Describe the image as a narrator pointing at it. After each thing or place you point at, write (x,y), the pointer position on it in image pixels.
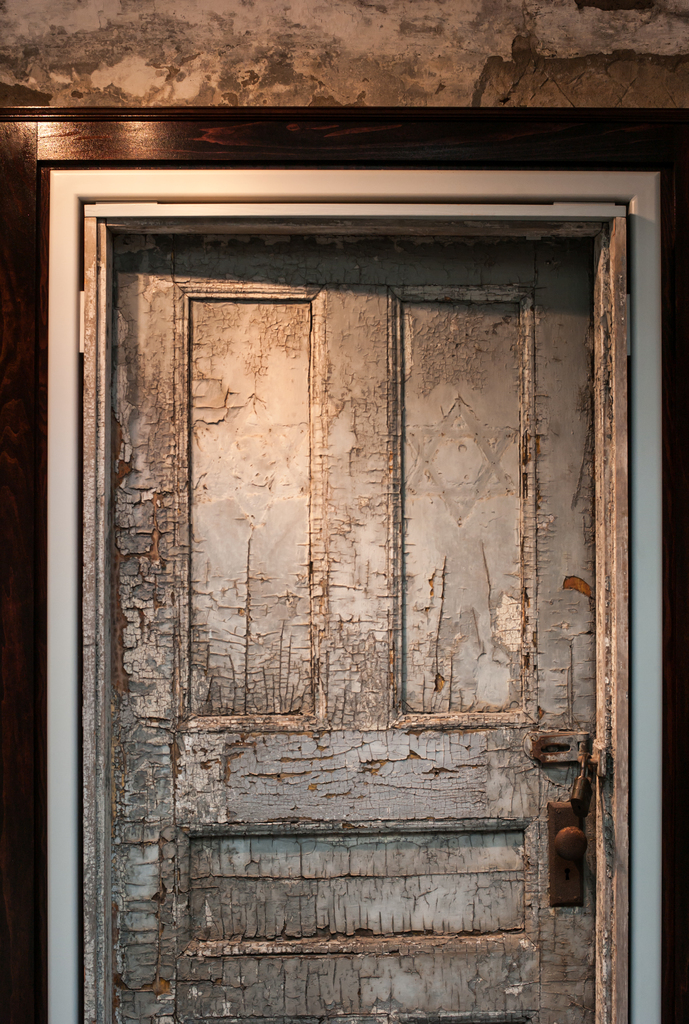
In the center of the image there is a door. There is a wall (111,91).
